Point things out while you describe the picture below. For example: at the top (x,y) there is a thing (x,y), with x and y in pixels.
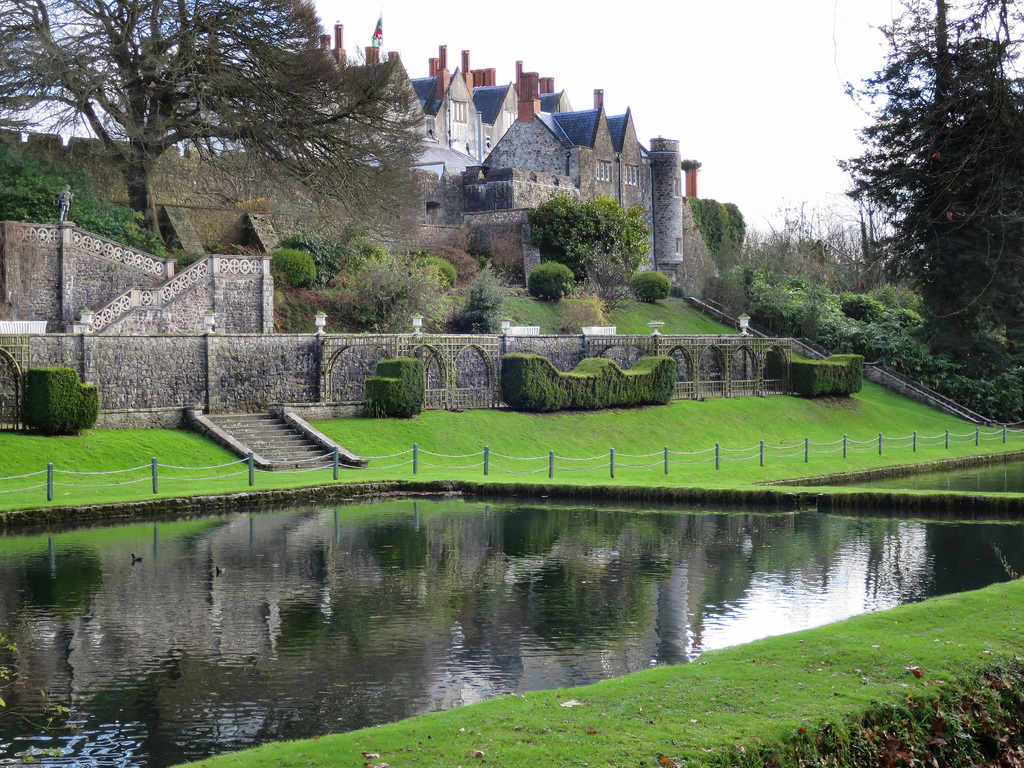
In this image, I can see buildings (688,209), trees (553,253), plants (815,296), hedges (52,410), lights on a compound wall (304,377), stairway (293,441), grass (570,462), fence (678,463) and there is water (213,664). In the background (455,37), I can see the sky (677,29).
